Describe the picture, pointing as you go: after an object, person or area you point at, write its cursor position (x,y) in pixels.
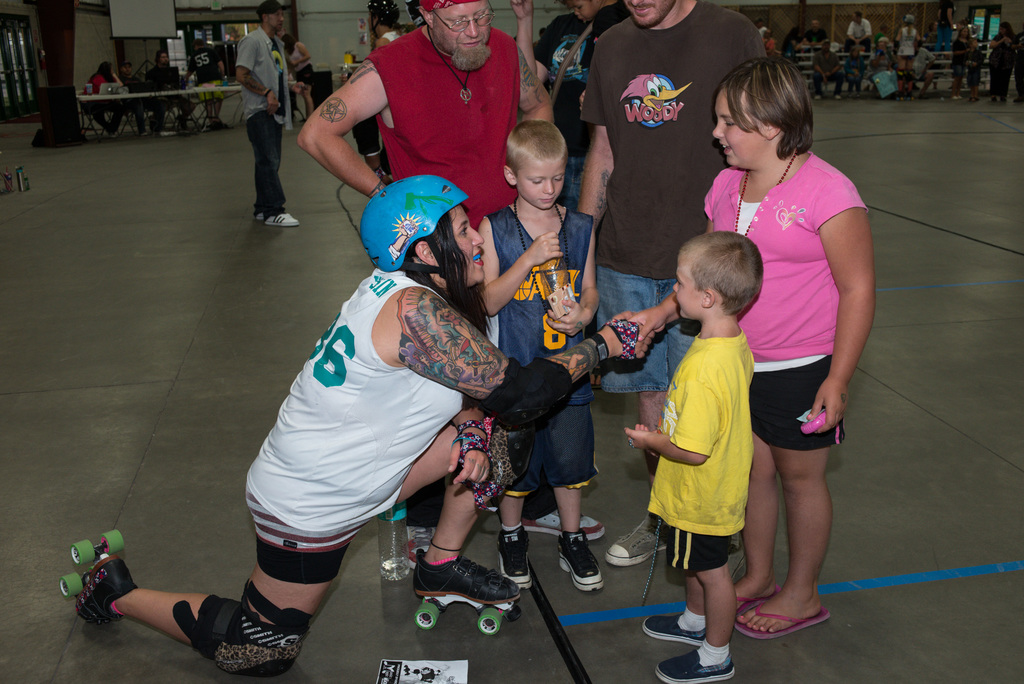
There is one person (453,370) kneeling on the floor (396,635) is wearing white color t shirt (352,431) and blue color helmet (398,222), and there are some persons (518,290) standing on the right side (719,346) to this person (441,317) as we can see in the middle of this image (458,268). There are some persons (835,83) sitting as we can see at the top right corner (862,54) and top left corner of this image (188,73) as well. There is one bottle (396,551) and a paper (427,676) is kept on the floor (412,624) at the bottom of this image (411,666).
